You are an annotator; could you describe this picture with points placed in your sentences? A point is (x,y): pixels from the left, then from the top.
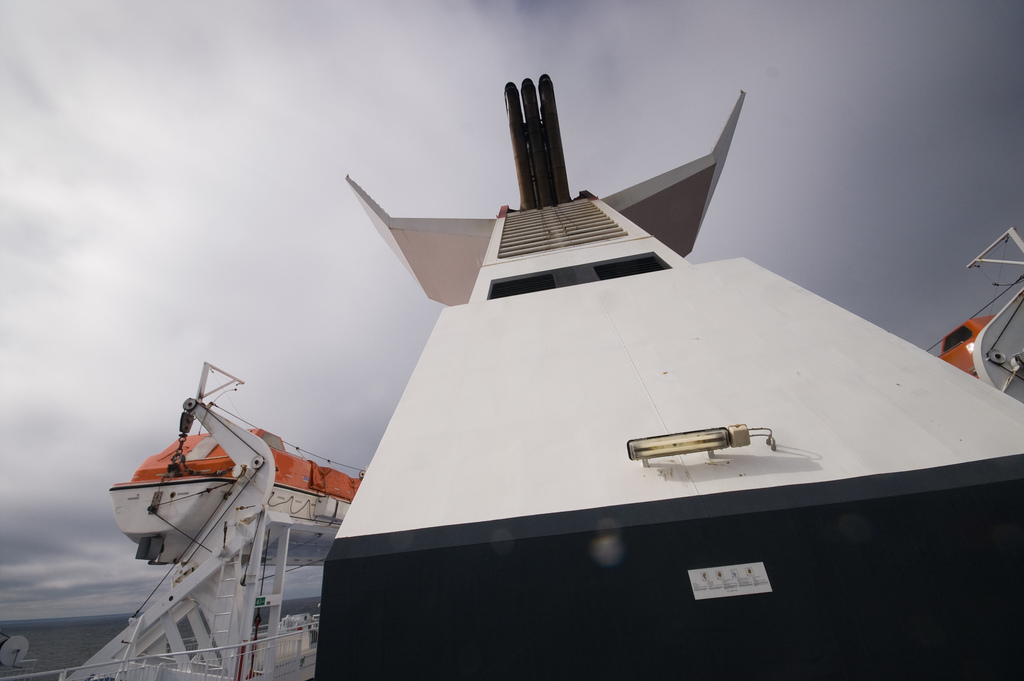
In the foreground of the image (490,474) there is like a ship (553,602). In the background (73,622) there is water (61,630) and the sky (209,314).
